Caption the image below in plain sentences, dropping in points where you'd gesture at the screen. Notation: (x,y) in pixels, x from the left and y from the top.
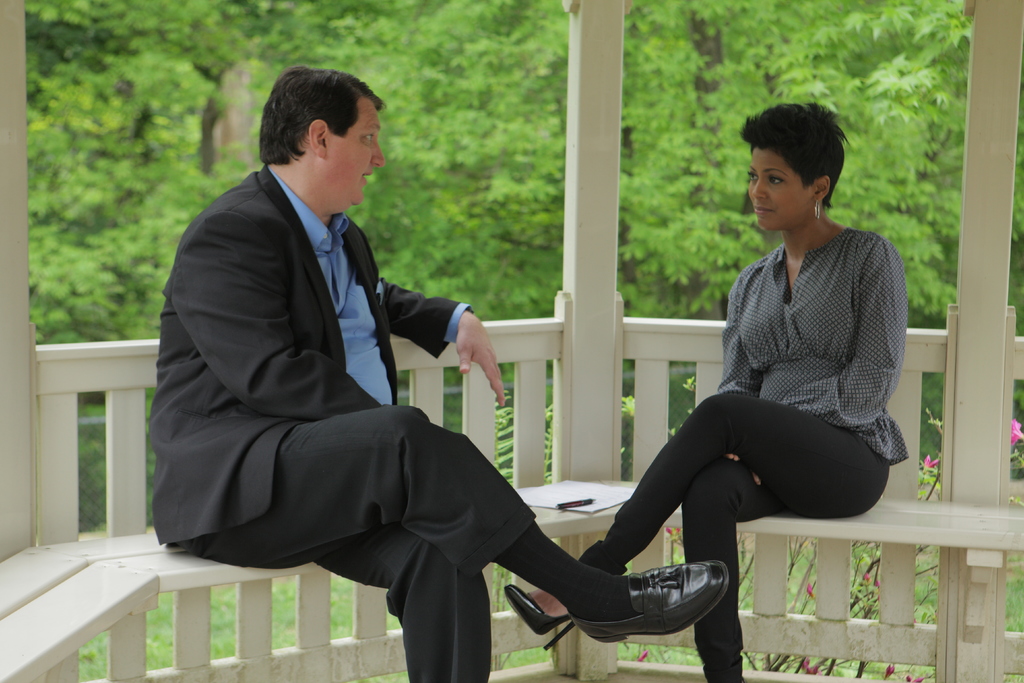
This image is taken outdoors. In the background (196,195) there are many trees (488,151) and plants (110,280) with green leaves (653,182). In the middle of the image (363,354) a man (316,349) and a woman (784,348) are sitting on the bench (554,523) and there is a paper (574,493) on the bench (75,557). There is a wooden railing (114,497).
